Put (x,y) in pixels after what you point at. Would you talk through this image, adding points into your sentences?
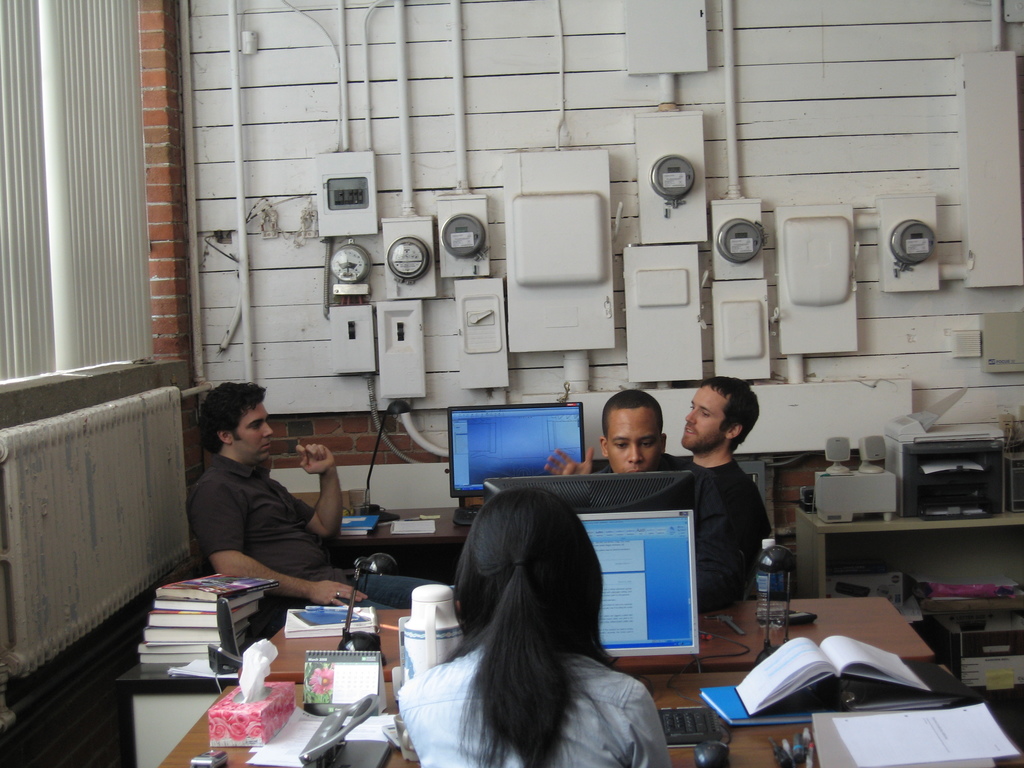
In this image i can see a group of people (581,529) are sitting in front of a table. On the table (727,613) I can see there is some monitor (541,450), few books (309,615) and other objects (355,605) on it.
